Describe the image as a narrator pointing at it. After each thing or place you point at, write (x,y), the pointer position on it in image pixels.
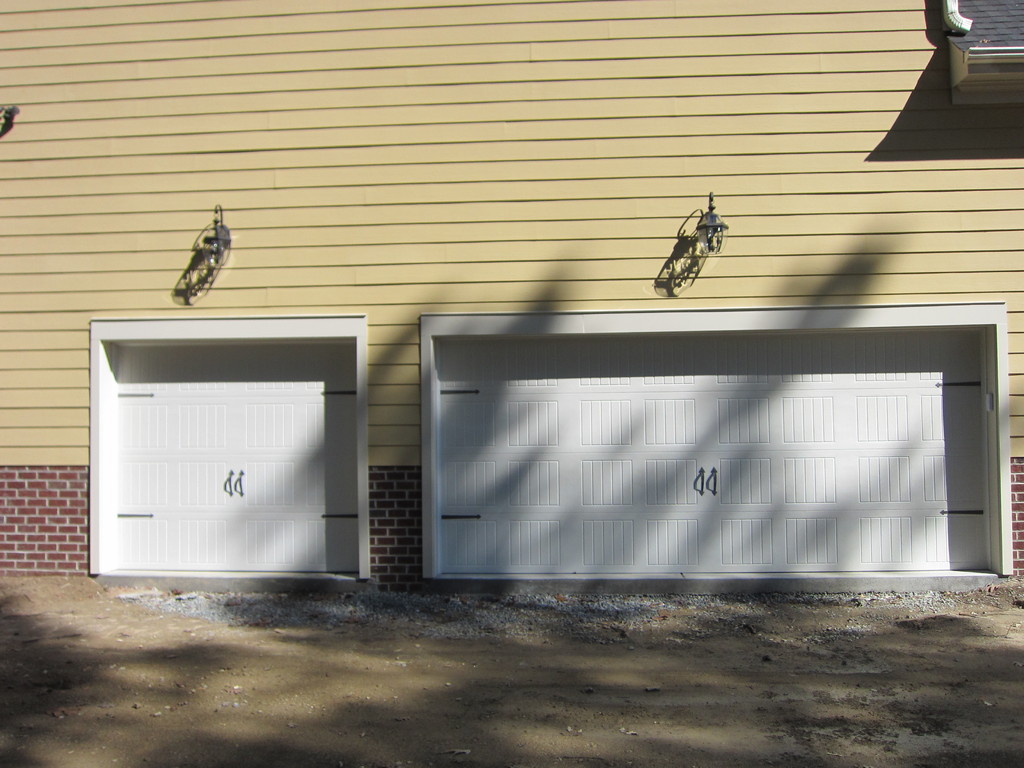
In this picture there are two white color garage door (336,566) on the yellow color wall (768,271) and two hanging lights (215,243) on the top (218,231). In the front (408,705) bottom side there is a ground (466,705).
